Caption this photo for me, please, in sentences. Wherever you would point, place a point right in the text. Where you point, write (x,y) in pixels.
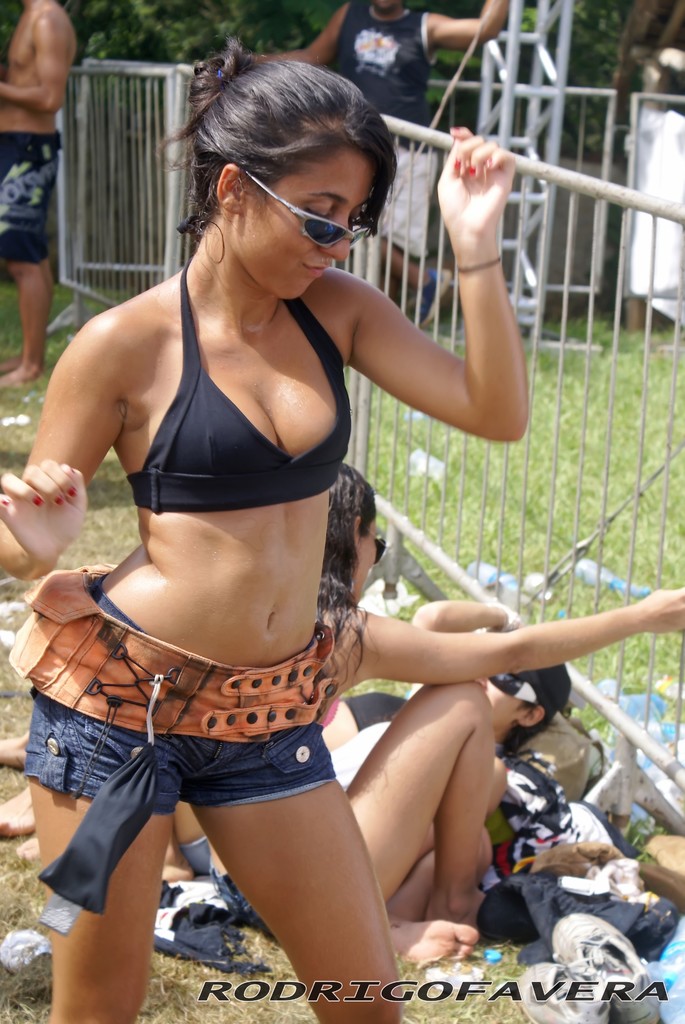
This is an outside view. In this image I can see a few people (193,110) are standing on the ground (155,978). Here I can see a woman (260,457), it seems like she is dancing. At the back of her a person (523,688) is lying on the ground (150,987) and a person (335,552) is sitting. On the right side (585,360), I can see a railing (580,472). There is grass (572,473) on the ground (620,463). In the background (168,25), I can see the trees (135,28).
